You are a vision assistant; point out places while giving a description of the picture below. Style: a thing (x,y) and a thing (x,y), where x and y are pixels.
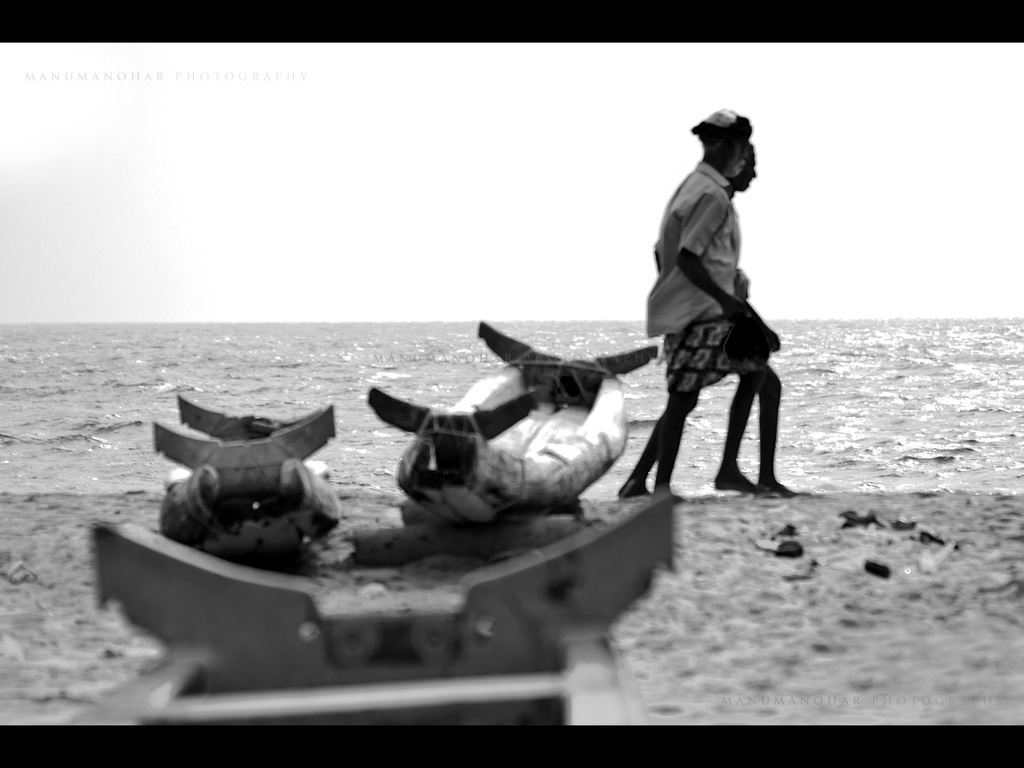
In this image we can see people (684,415). At the bottom (403,641) there are boats (255,613). In the background (276,371) there is water (456,348) and sky (432,208).
